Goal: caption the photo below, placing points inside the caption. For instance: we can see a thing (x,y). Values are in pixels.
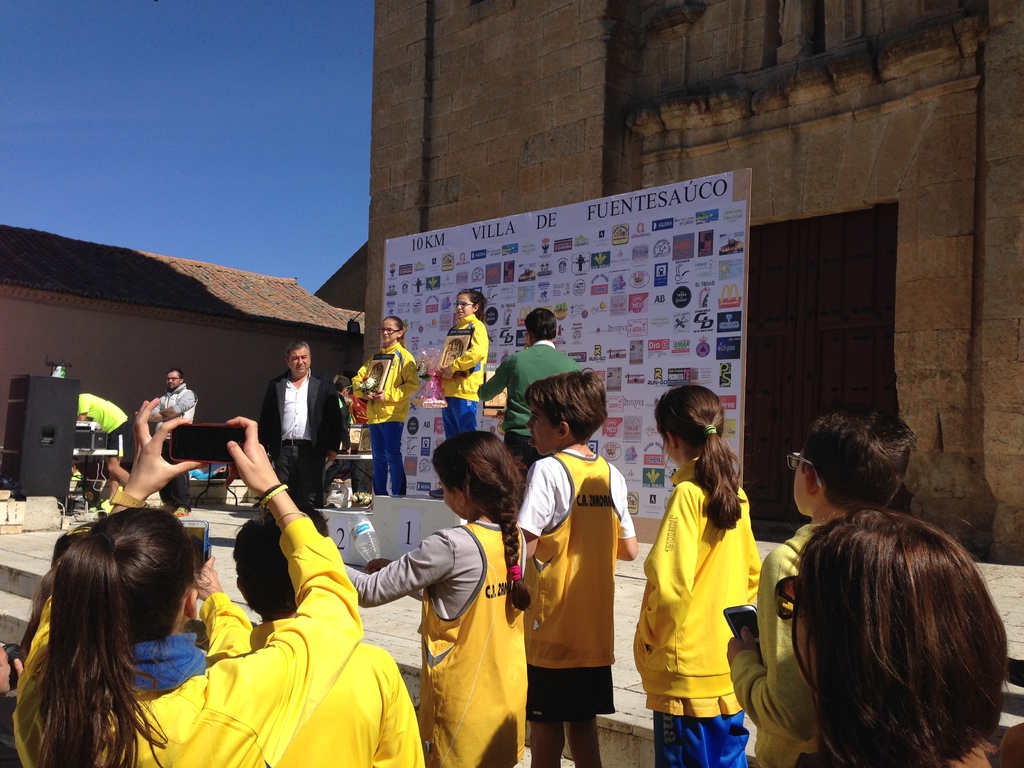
In this image I can see few people (584,537) standing and wearing different color dresses (464,564). I can see few people (402,340) are holding awards (376,355). I can see speakers (40,465), few objects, building (561,62) and white banner (668,291). The sky (207,73) is in blue color.
